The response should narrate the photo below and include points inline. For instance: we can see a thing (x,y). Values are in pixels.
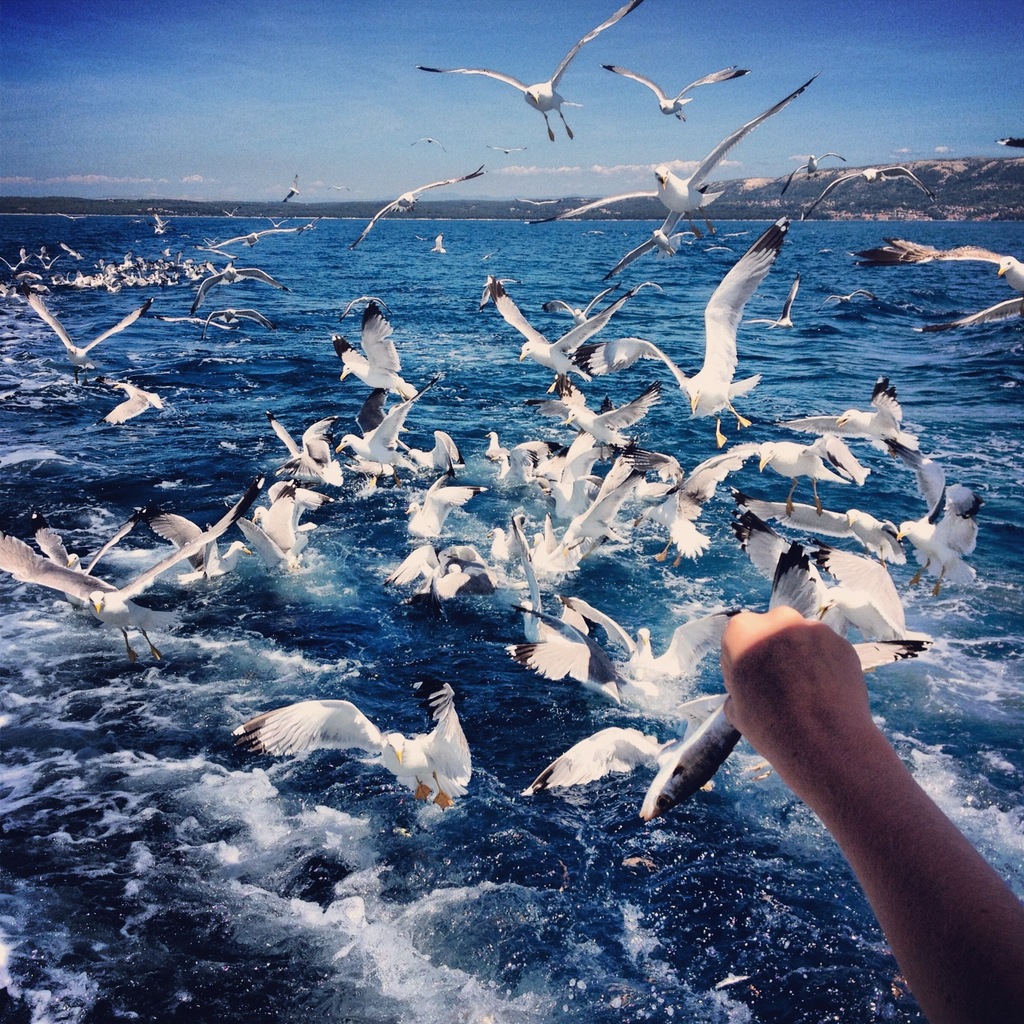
In this image, we can see some water (425,625) and birds (367,731). Among them, we can see some birds (535,604) in the water (511,808). There are a few hills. We can also see the sky (646,159) with clouds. We can also see the hand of a person (922,963).
